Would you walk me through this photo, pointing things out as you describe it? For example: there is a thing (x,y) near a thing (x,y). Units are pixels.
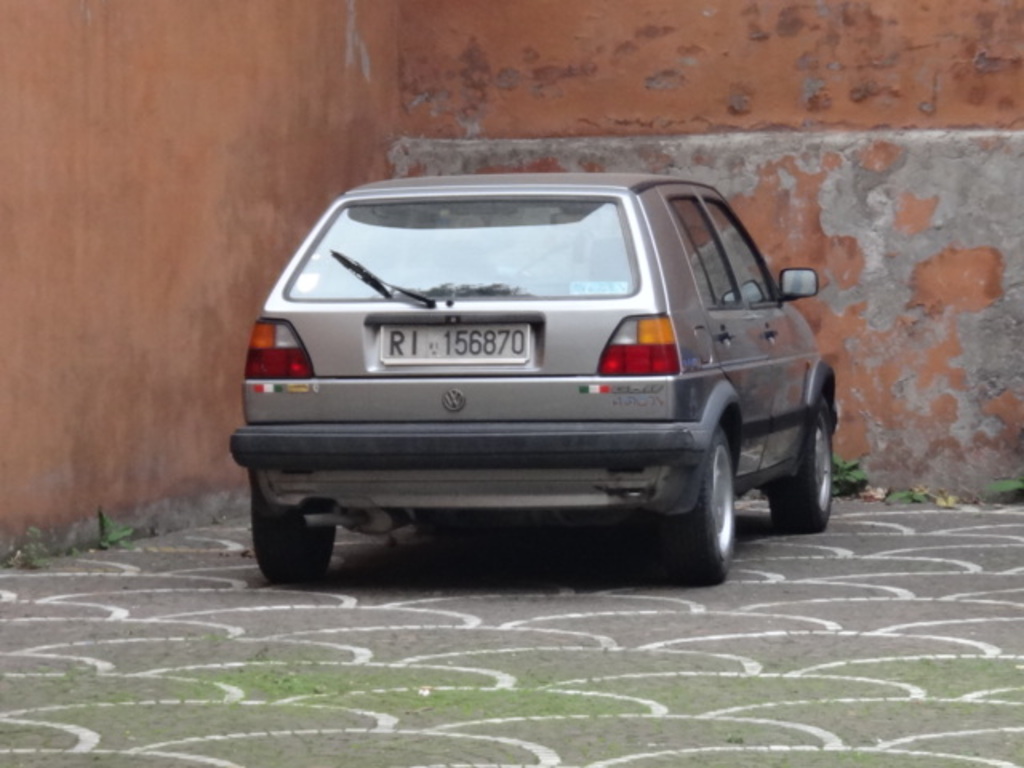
In this picture in the center (429,382) there is a car (575,446) on the road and in the background (366,138) there is wall (568,114).
